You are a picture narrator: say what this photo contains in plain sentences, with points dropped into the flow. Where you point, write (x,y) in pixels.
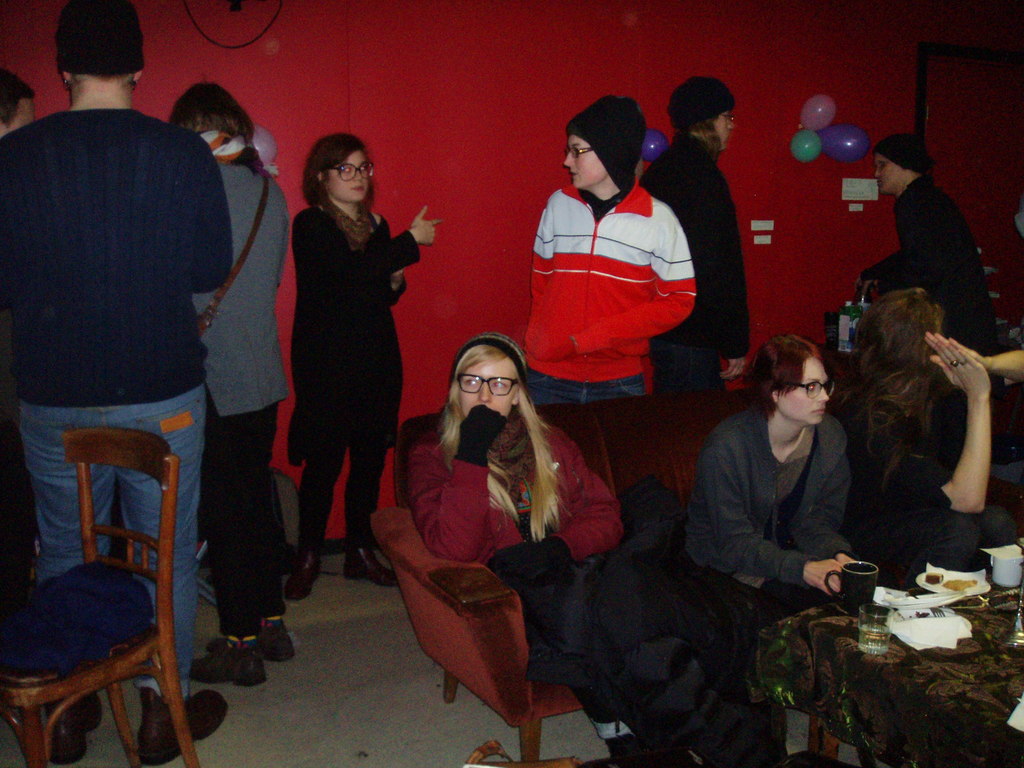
In this picture we can see a group of people (674,190) some are standing and some are sitting on sofa (690,473) and in front of them there is table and on table (856,620) we can see cup (866,582), glass (870,617), papers (926,620), plate (933,591) some food (946,583) in it and in background (362,100) we can see wall (708,66), balloons (828,138).
